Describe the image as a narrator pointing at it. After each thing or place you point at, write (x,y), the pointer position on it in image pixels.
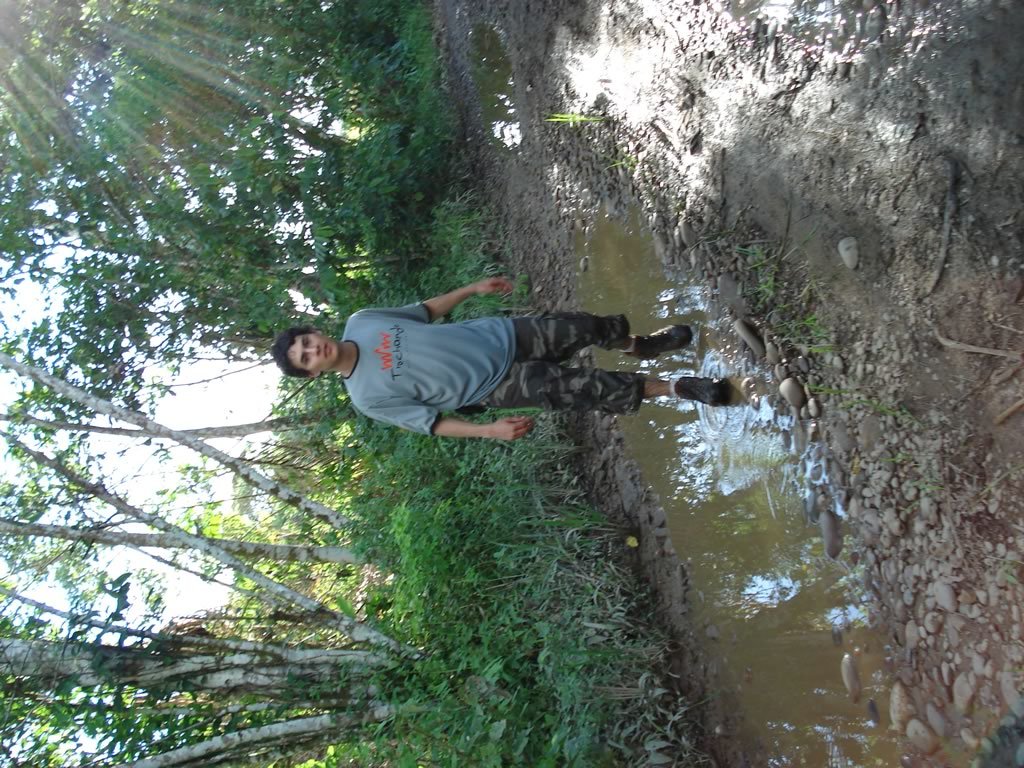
In this picture there is a person (456,383) standing in the water (664,366). At the back (362,264) there are trees (321,38). At the top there is sky (43,315). At the bottom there are stones (784,338) and there is water (643,294).
